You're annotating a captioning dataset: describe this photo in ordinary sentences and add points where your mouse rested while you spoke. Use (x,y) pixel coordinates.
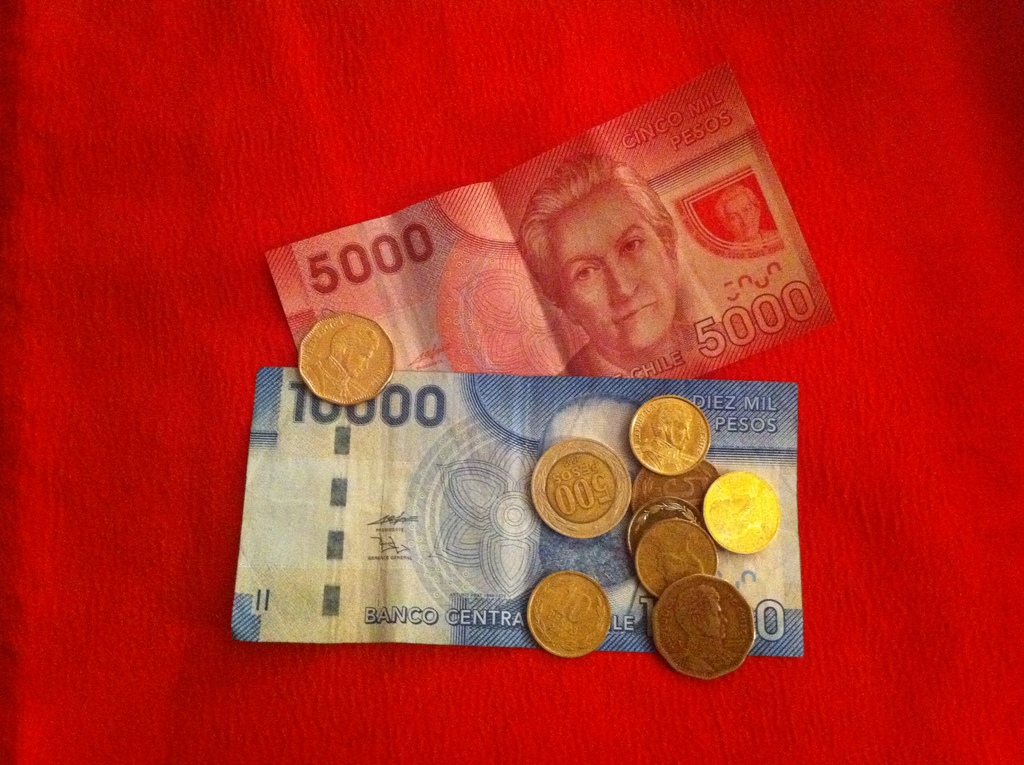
In this picture, we see five thousand currency note (546,283) and ten thousand currency note (409,497). We even see currency coins (603,499). In the background (832,677), it is red in color.
